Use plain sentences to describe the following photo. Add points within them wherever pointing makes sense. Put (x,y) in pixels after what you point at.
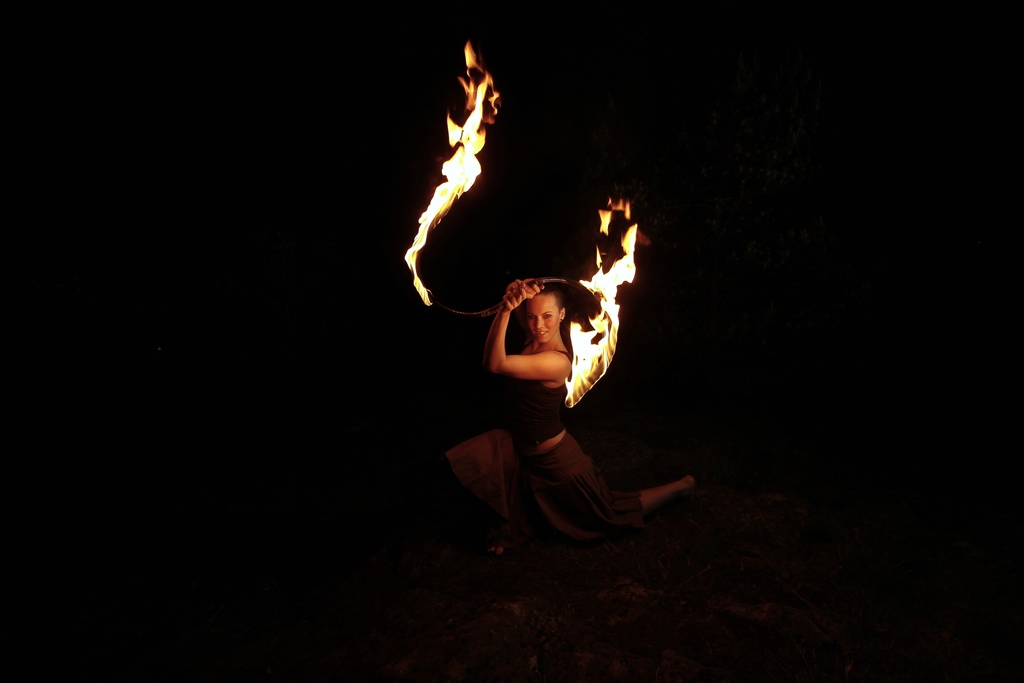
In this image in the center (544,316) there is one woman (526,379) who is holding some stick (552,279), and there is fire (454,170) and there is black background (98,464).
